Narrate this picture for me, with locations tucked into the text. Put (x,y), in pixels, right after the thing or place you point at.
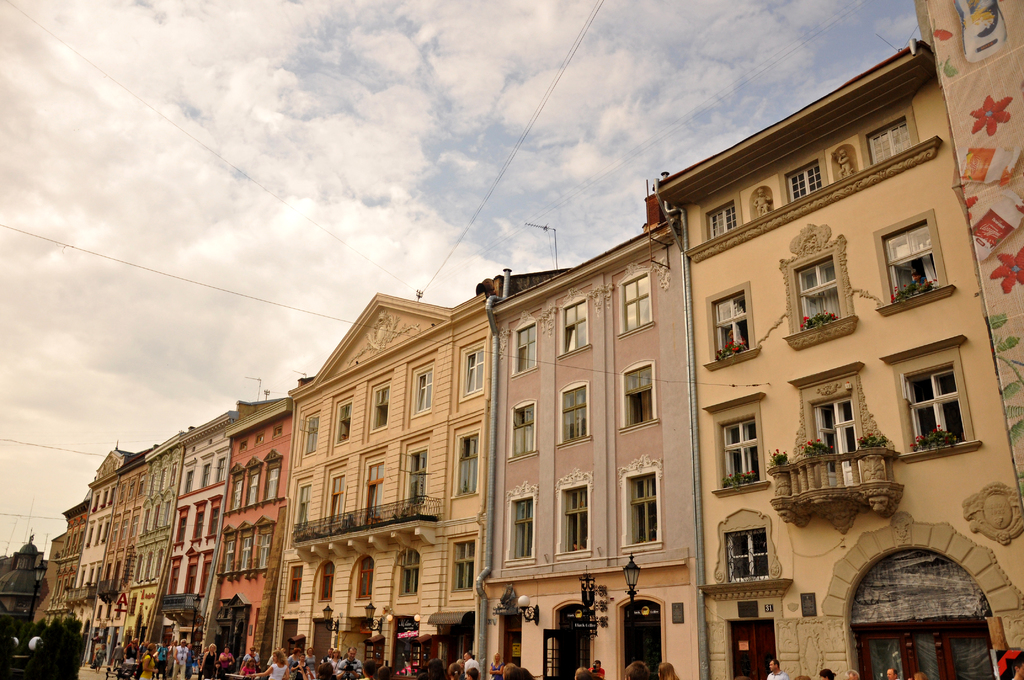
In this image at the bottom (223,662) there are some buildings (742,651) and some persons (216,647), lights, poles (630,613) and some wires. At the top of the image (436,118) there is sky (405,198).
